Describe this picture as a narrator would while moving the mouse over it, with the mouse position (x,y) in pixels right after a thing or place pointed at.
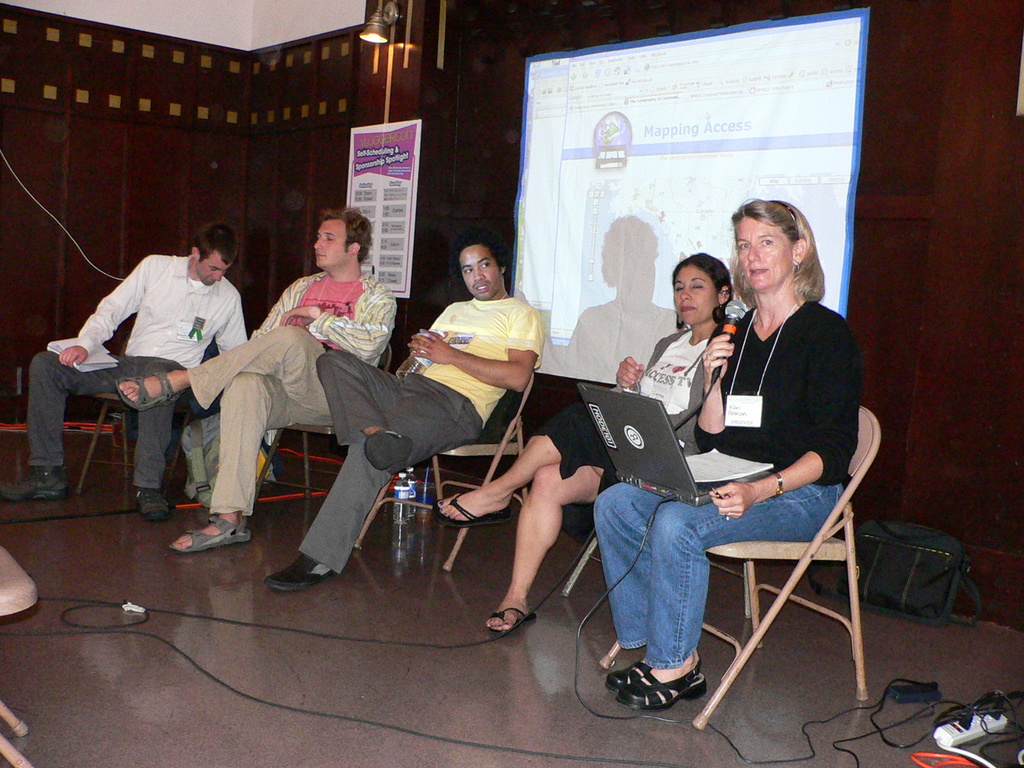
In this image I can see the group of people (325,365) sitting on the chairs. In the background (386,143) there is a board (385,168), light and the screen (826,196).
